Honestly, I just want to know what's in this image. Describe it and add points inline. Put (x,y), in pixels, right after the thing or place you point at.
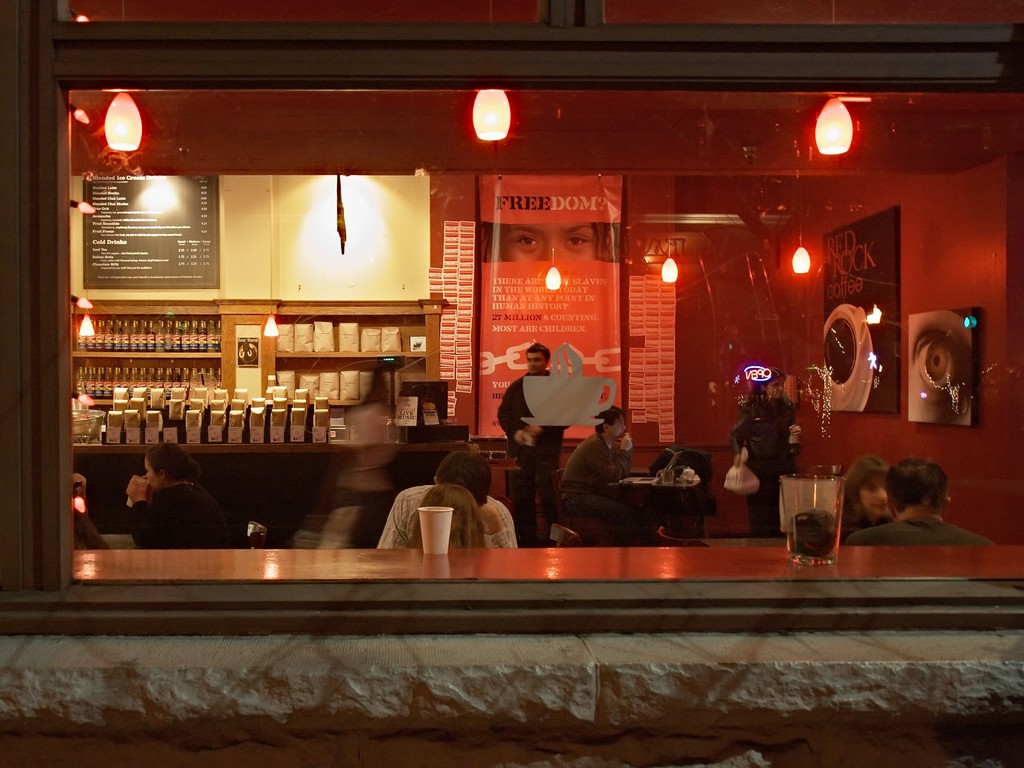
In this picture we can see a room (809,260) i think cafe (408,353) where people (572,469) are sitting and drinking their coffee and in the background (221,417) we can see bottles (99,334), packets (310,348), menu board (103,191), banners (252,363), light (800,251).
